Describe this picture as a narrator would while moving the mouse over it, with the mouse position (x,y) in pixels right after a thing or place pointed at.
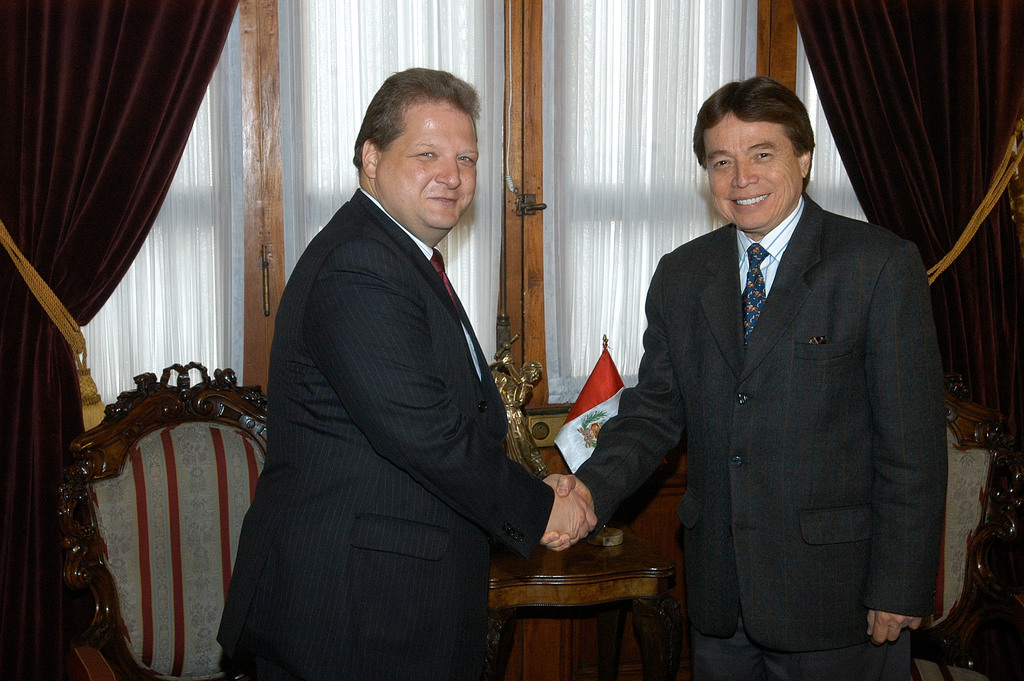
In this image, two peoples (663,324) are wearing a suit (681,516). They are stand near the wooden chair (177,534). In the middle of the image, wooden table (585,557). Few items (562,444) are placed on it. At the background (639,193), we can see brown and white color curtains (301,166) and glass windows (259,178).
